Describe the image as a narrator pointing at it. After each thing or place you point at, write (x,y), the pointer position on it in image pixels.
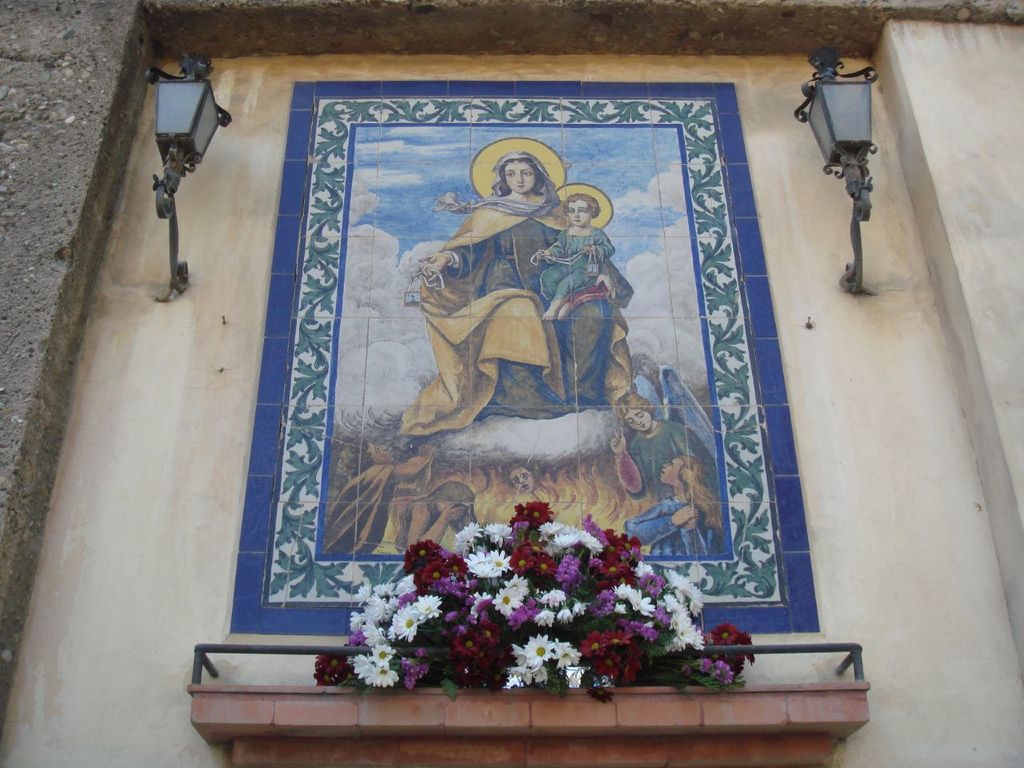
In this image we can see painting (643,252) on the wall (913,147). In the foreground (604,626) we can see some flowers (610,631). In the background (862,151), we can see some lights (847,154).
